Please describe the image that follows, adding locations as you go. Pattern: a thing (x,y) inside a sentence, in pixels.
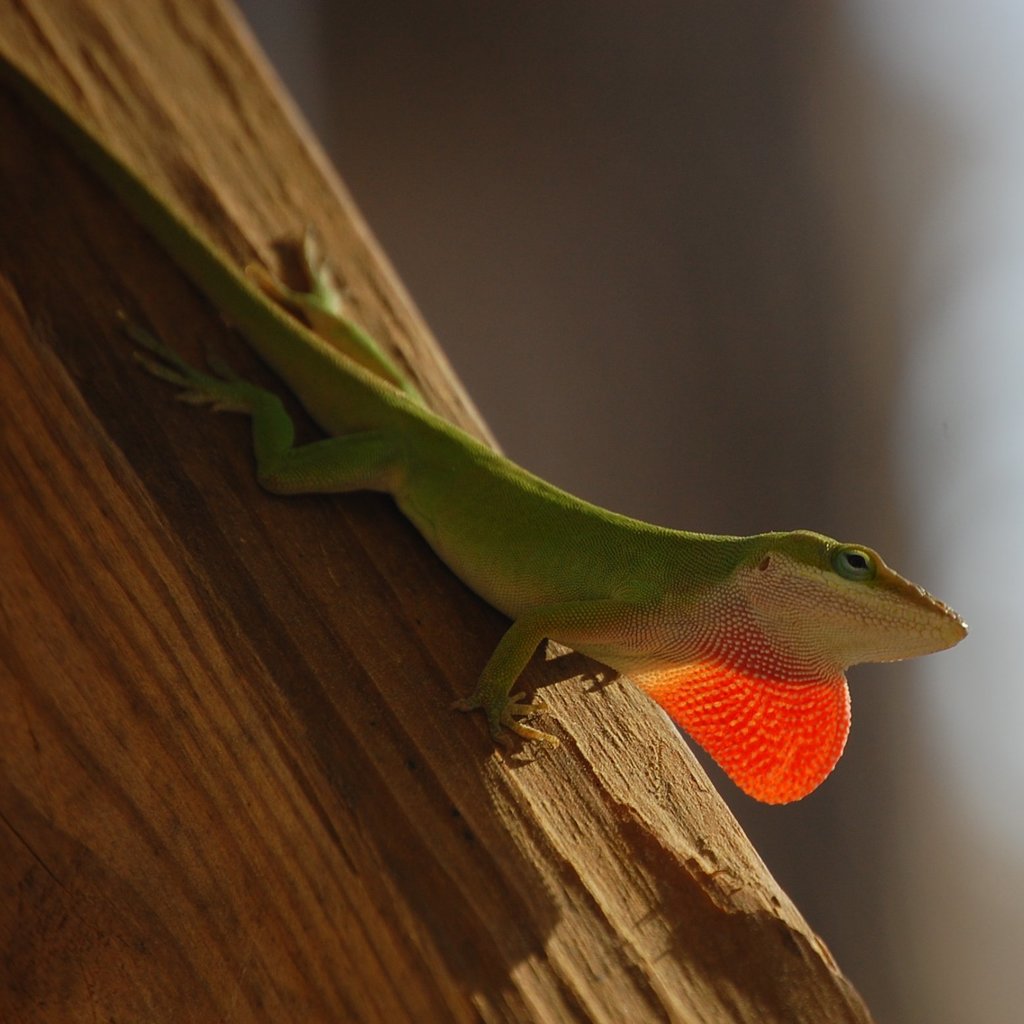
In this picture I can see a green color reptile (287,345) on the wood (237,423).
